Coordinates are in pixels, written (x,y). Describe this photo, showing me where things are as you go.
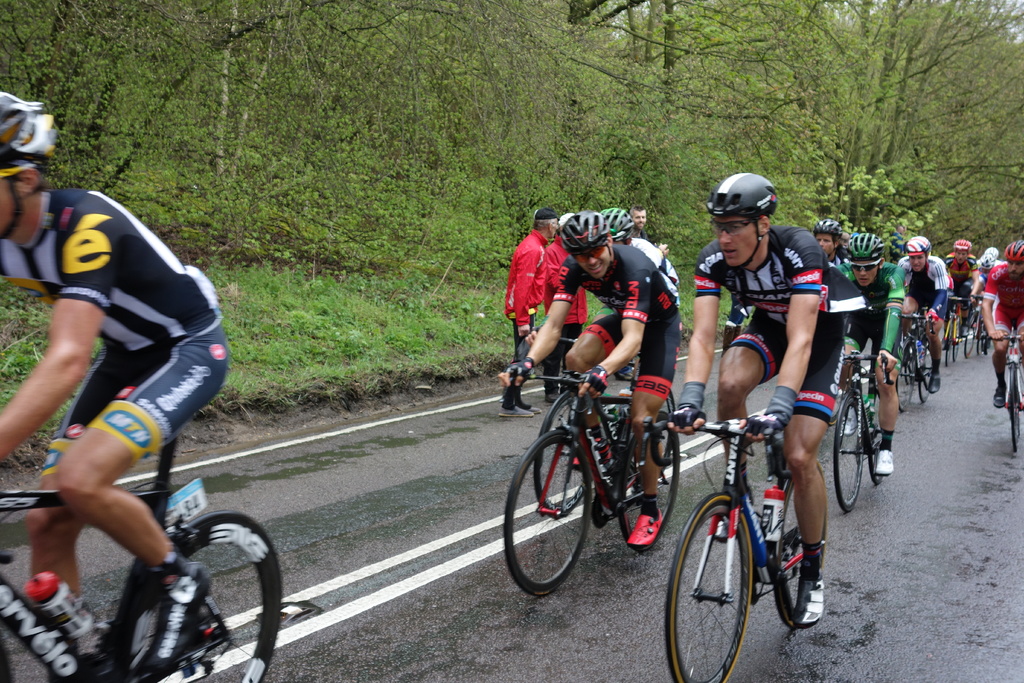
In front of the image there are a few people (1005,367) cycling on the road (595,552). Behind them there are a few other people (513,406) standing. In the background of the image (493,185) there are trees (617,127) and there's grass (298,351) on the surface (358,347).
